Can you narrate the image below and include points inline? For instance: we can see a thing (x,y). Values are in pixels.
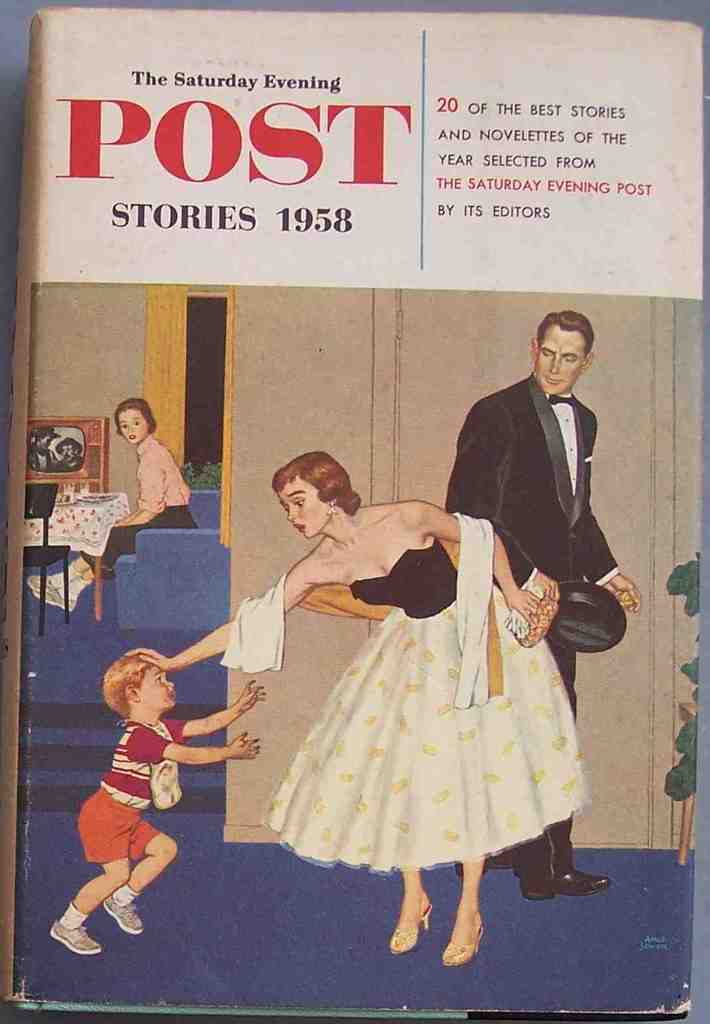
In this image we can see there is a poster (390,683) with some images (299,604) and text (343,173).
